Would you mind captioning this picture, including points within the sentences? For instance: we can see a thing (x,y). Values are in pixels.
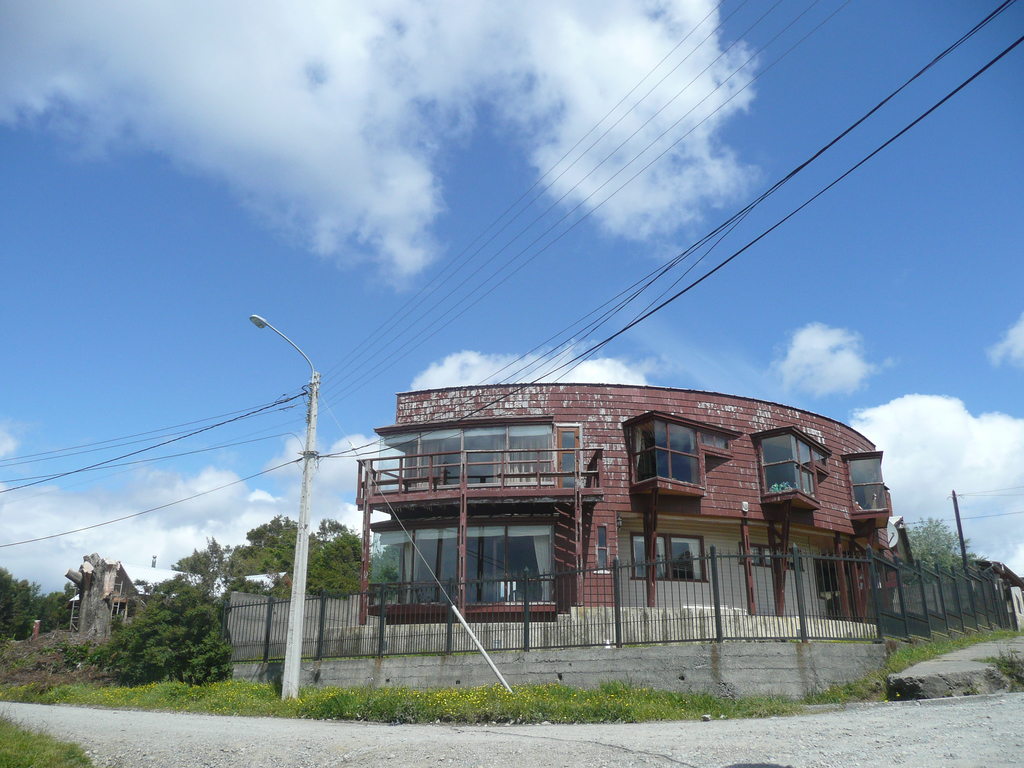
In this image there is a road (540,755) at the bottom (468,755). There is grass (23,698), there are trees (49,624) on the left corner (6,618). There is a building (598,513) with windows (502,554), there is a metal fence (322,606), a pole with light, there are trees (341,588) in the background (338,563). And there is sky (494,234) at the top (440,209).
